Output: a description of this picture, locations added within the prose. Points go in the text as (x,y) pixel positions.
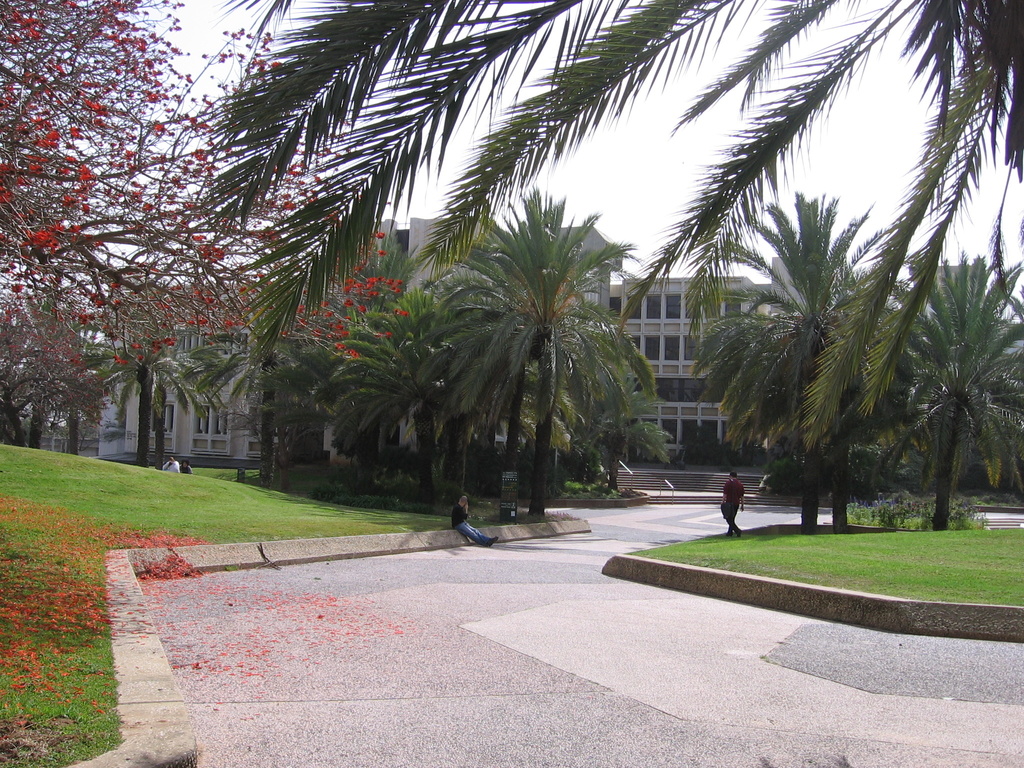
In this image, we can see the walkway (451,563), we can see two persons (732,484). There are some trees (553,369) and buildings (695,342). We can see the sky (603,154).
